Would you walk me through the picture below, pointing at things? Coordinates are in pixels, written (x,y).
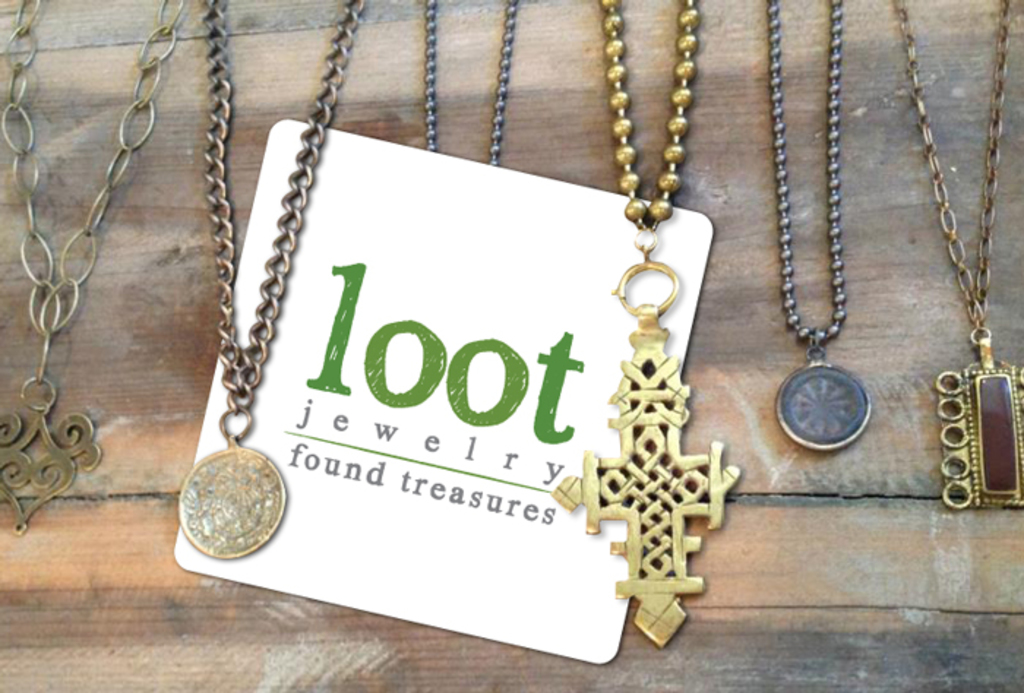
In this image we can see few chains (159,80) with lockets (964,411) and a board (556,372) with text (392,404) on wooden surface (898,545).
